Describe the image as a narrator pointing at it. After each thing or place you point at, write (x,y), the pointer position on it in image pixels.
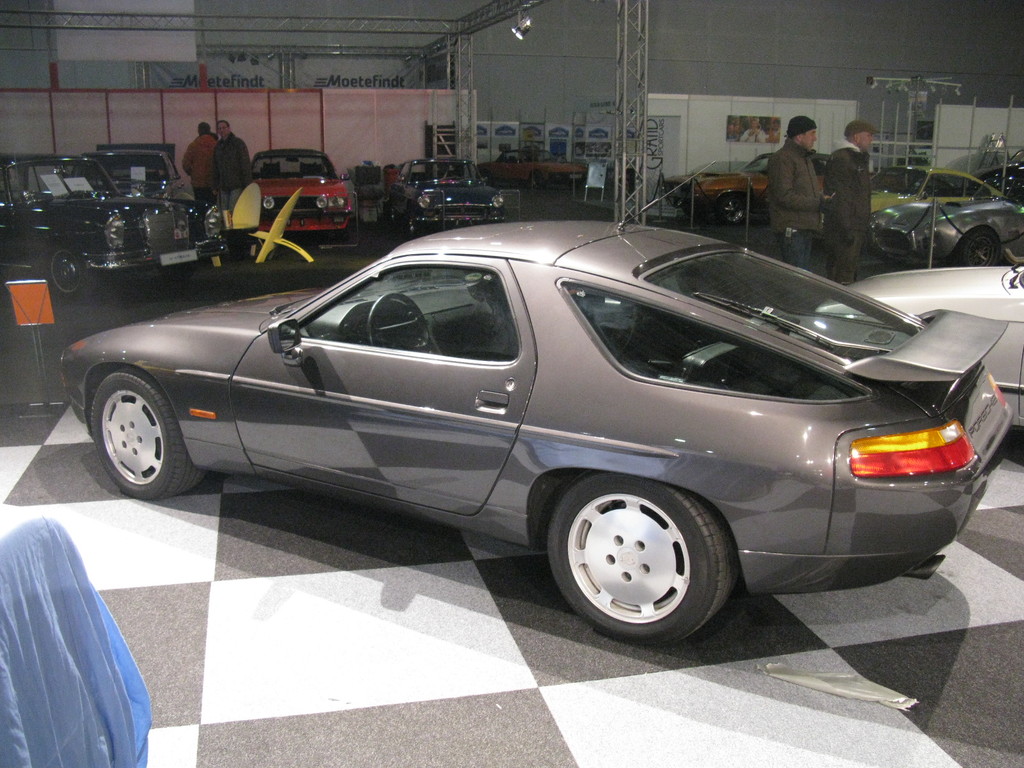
In this picture there is a view of the showroom (479,734). In the front (127,472) there is a grey color car (427,481) parked. Behind there are more cars (32,264) and two person (206,177) standing and looking. On the right side (775,177) there are two person (858,227) walking and behind there is a silver colored iron frame (454,53).
